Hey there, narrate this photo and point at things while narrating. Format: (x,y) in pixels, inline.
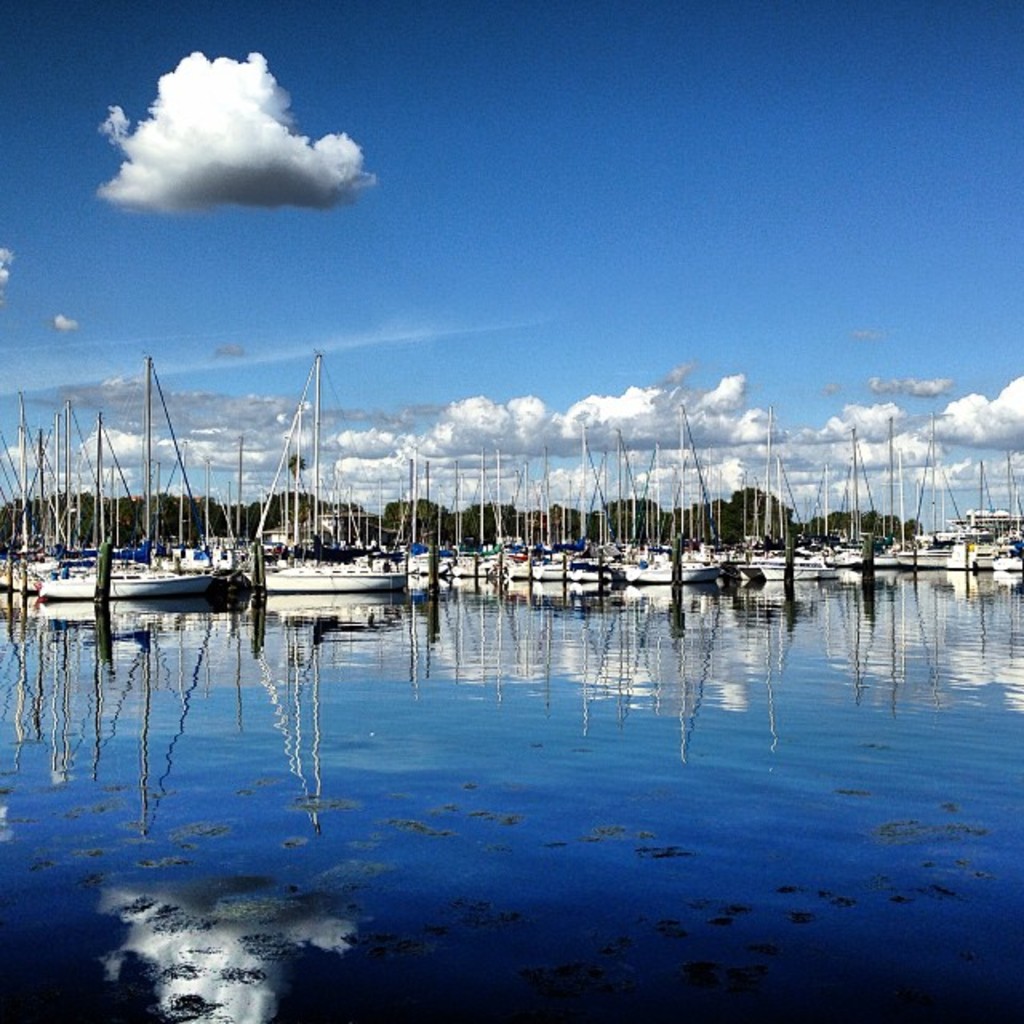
At the bottom of the image (206,805) there is water (381,707). On the water (396,705) there are many boats (506,548) with poles (66,463). Behind them in the background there are trees (214,505). At the top of the image (449,241) there is a sky (227,348).
